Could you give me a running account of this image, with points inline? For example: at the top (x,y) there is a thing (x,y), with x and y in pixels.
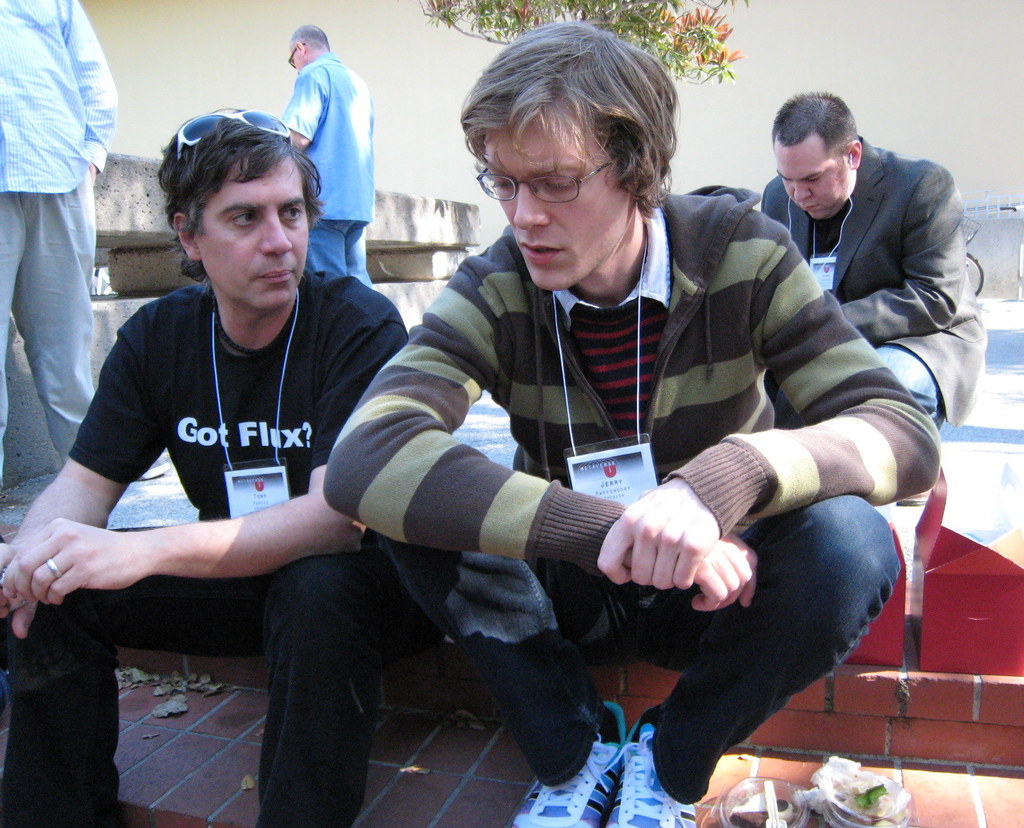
In this image, we can see some people (792,330) sitting, at the left side (27,316) there are two persons (17,272) standing.
